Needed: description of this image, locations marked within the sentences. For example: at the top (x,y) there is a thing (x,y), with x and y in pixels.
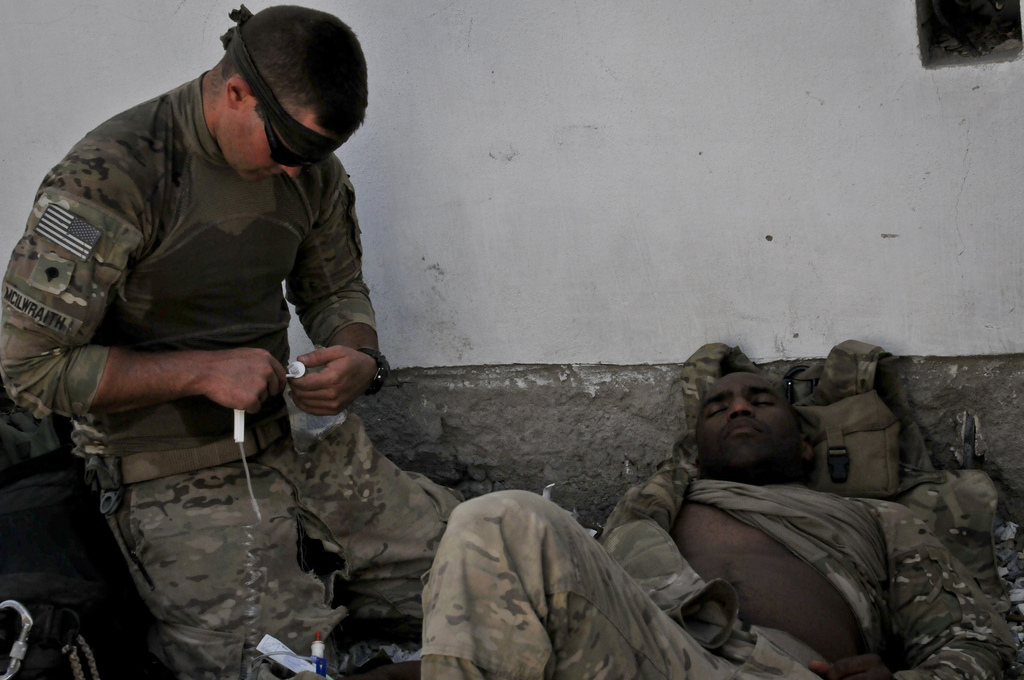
In this picture we can see a man (696,561) is lying and behind the man (744,464), there is a bag (797,411) and a wall (758,365). On the left side of the man (646,520), there is another man (190,456) holding some objects (242,411). In the bottom left corner of the image (45,645), there is a black object (19,596).
